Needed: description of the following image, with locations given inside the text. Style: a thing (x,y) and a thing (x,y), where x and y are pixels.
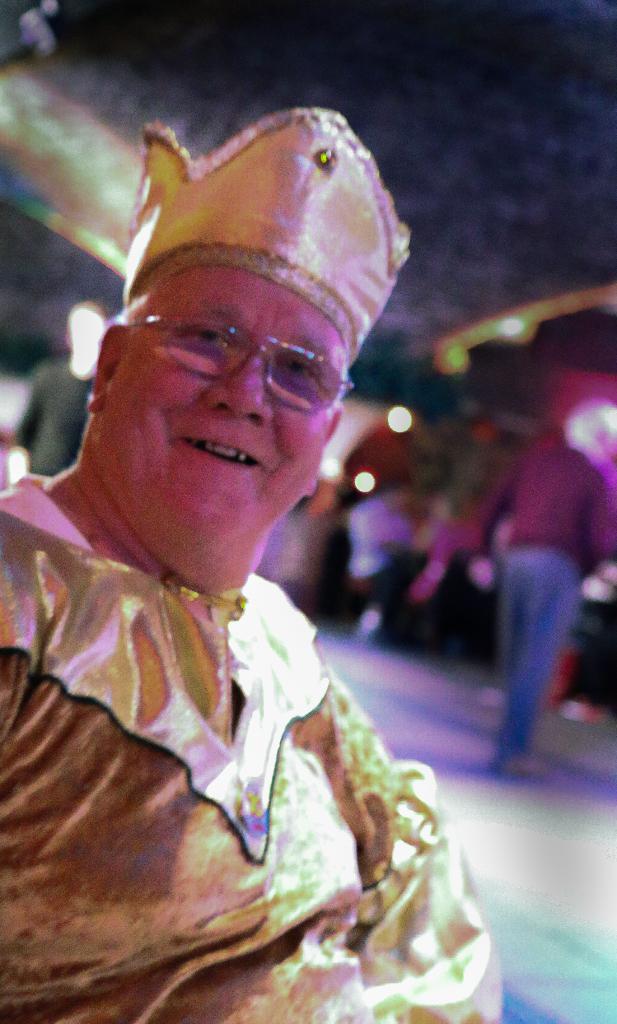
In this picture we can observe a person (298,793). This person (243,792) is wearing gold color dress (223,714) and spectacles (304,403). We can observe a cap (358,296) on this person's head (273,403). This person (200,440) is smiling. In the background (511,519) there are some people (510,531) sitting and standing.
